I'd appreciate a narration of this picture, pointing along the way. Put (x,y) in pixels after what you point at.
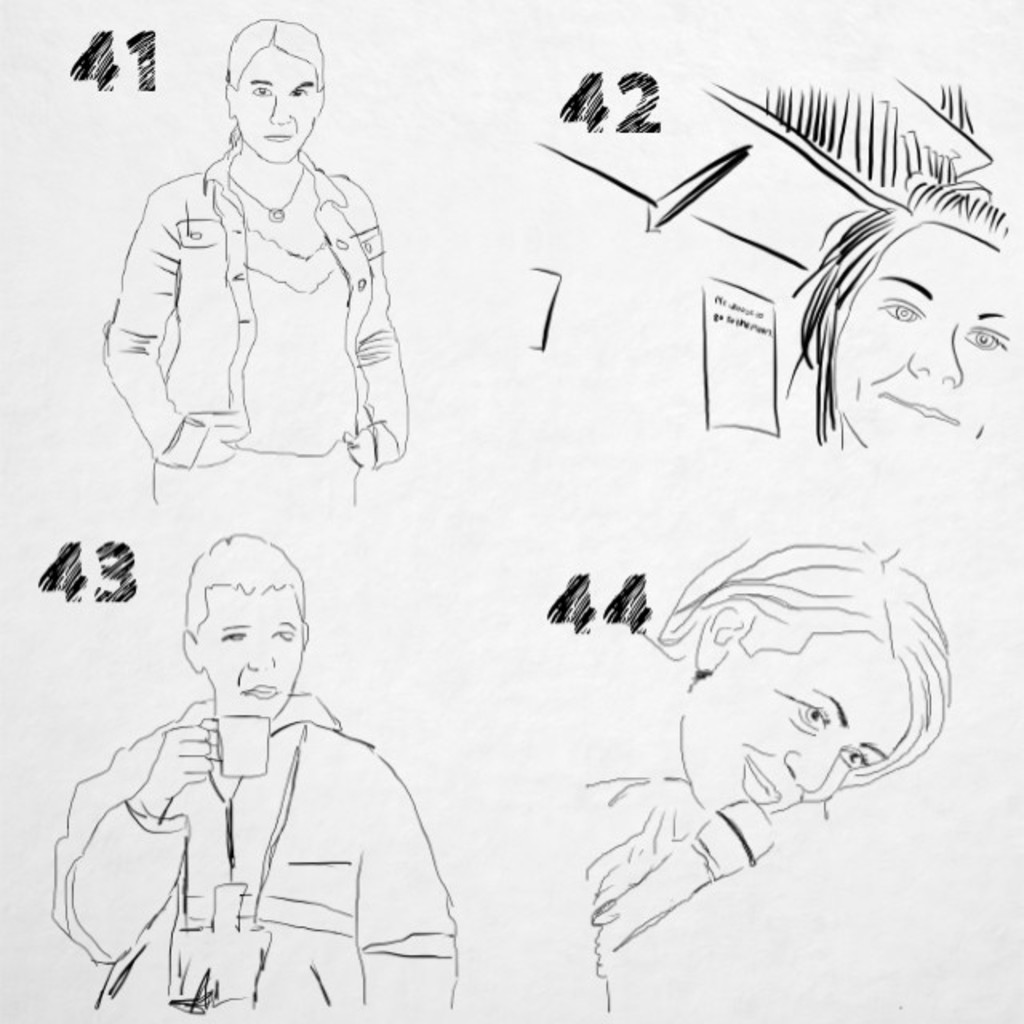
In this image I can see a drawing (534,284), on which I can see persons images (236,329) and a person (365,764) holding a cup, numbers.
